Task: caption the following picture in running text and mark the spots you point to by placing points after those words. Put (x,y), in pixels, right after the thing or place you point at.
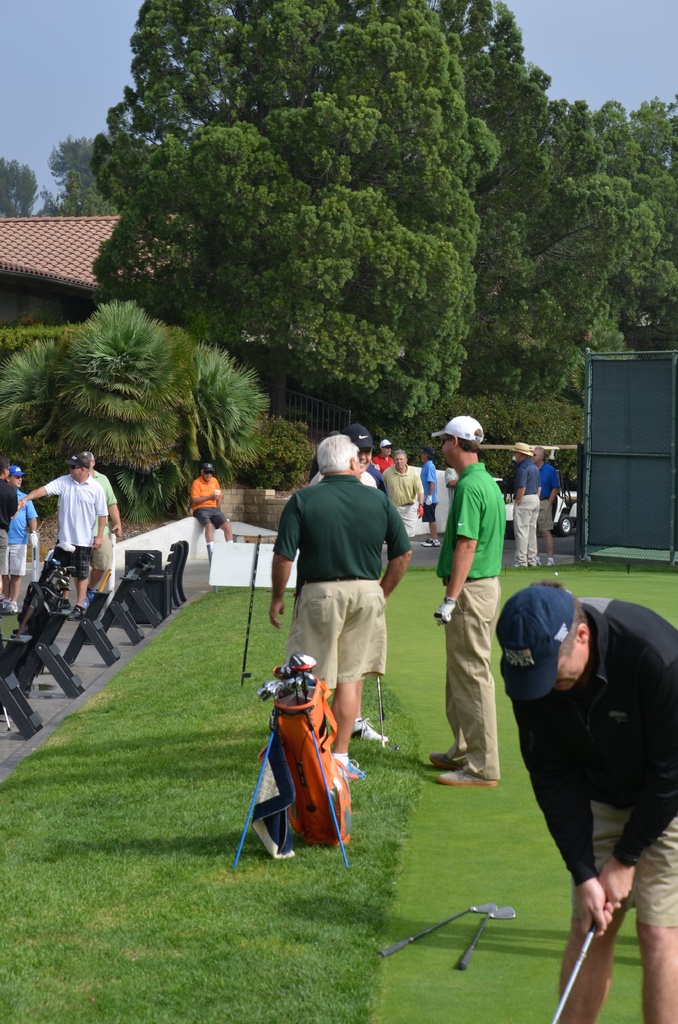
In this image I can see group of people (464,761) standing. In front (646,638) the person (567,802) is wearing black and brown color dress (557,810) and holding some object (590,942). In the background (383,242) I can see the shed (51,250), few trees (290,178) in green color and the sky (57,69) is in blue color.
